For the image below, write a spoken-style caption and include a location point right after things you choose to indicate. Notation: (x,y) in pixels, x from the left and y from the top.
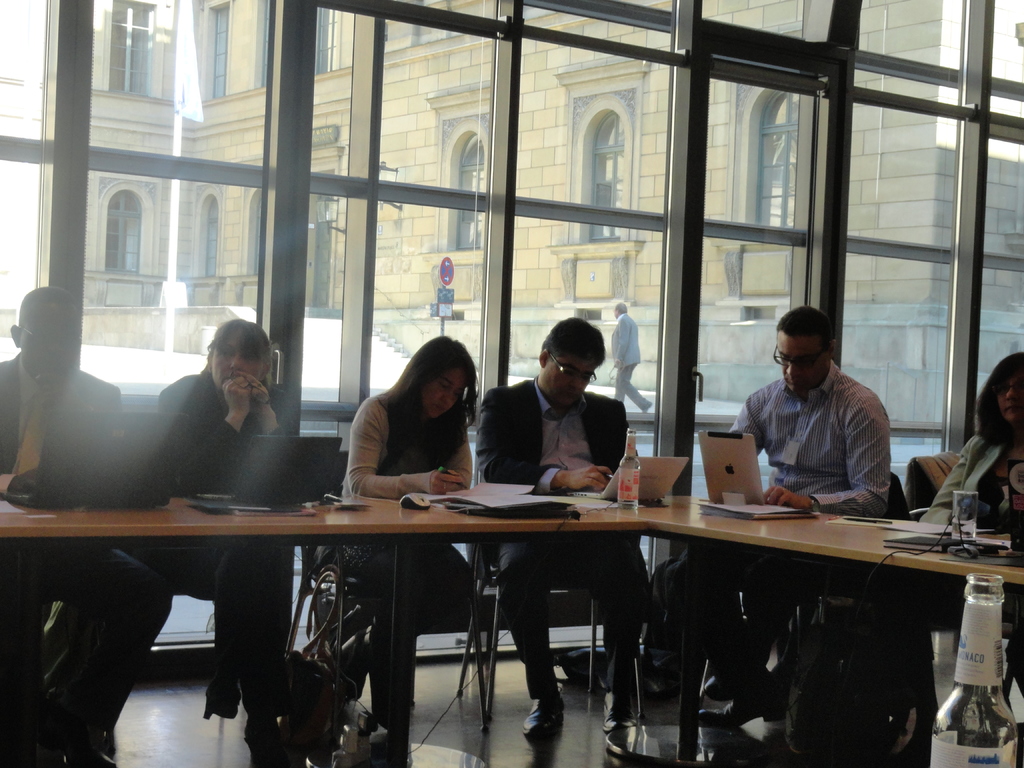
The image is inside the room (317,415). In the image there are group of people (252,582) sitting chair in front of a table (126,518). On table (161,515) we can see a mouse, paper (517,491), book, laptop (672,463), bottle (630,472), glass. In background (461,332) there is a man (626,326) walking buildings (535,174), windows (459,158).
